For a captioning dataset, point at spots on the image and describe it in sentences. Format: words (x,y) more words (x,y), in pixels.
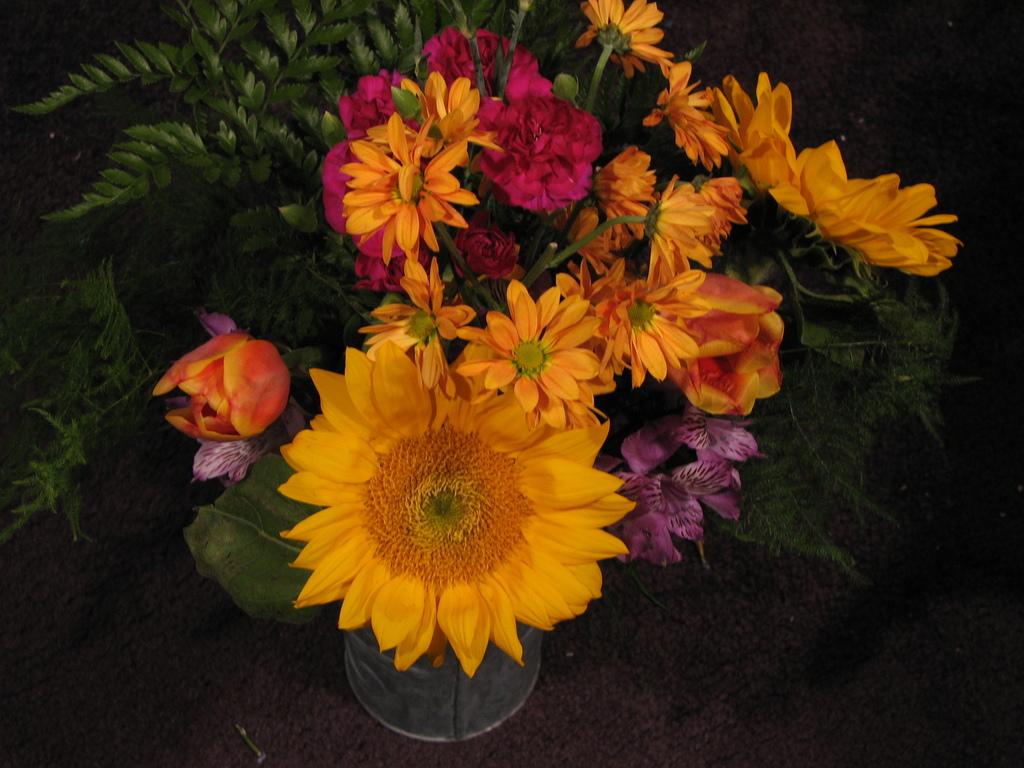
In the center of the image (346,312) there are flower plants (561,147). At the bottom of the image (633,723) there is carpet (691,701).
